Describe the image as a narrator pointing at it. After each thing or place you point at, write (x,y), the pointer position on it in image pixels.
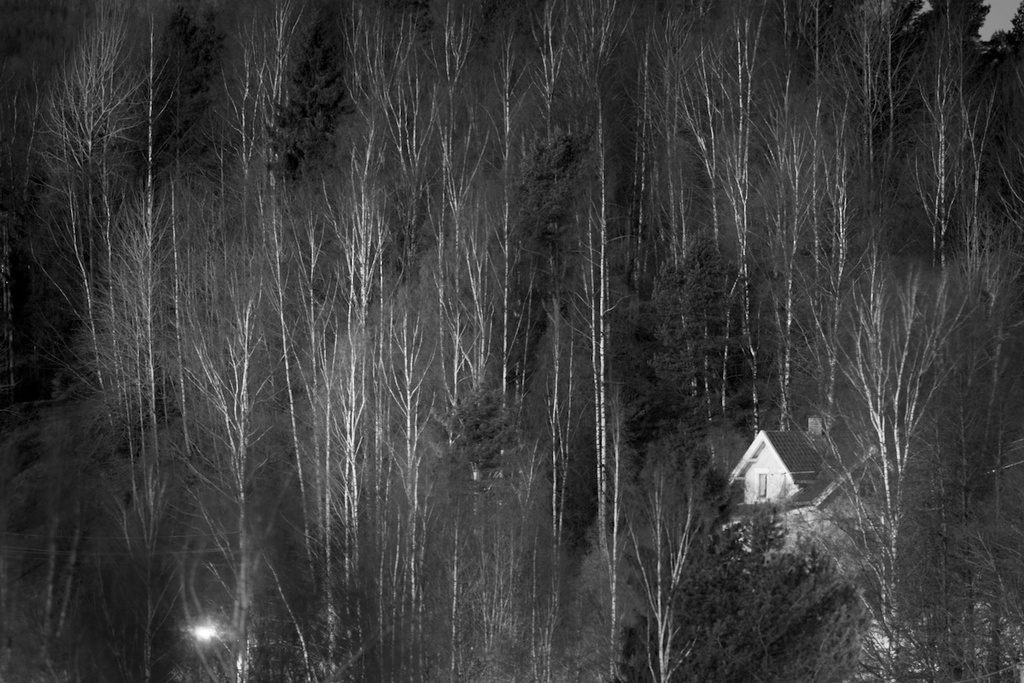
In the picture I can see trees (569,459), a house (808,493) and some other objects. This picture is black and white in color.
